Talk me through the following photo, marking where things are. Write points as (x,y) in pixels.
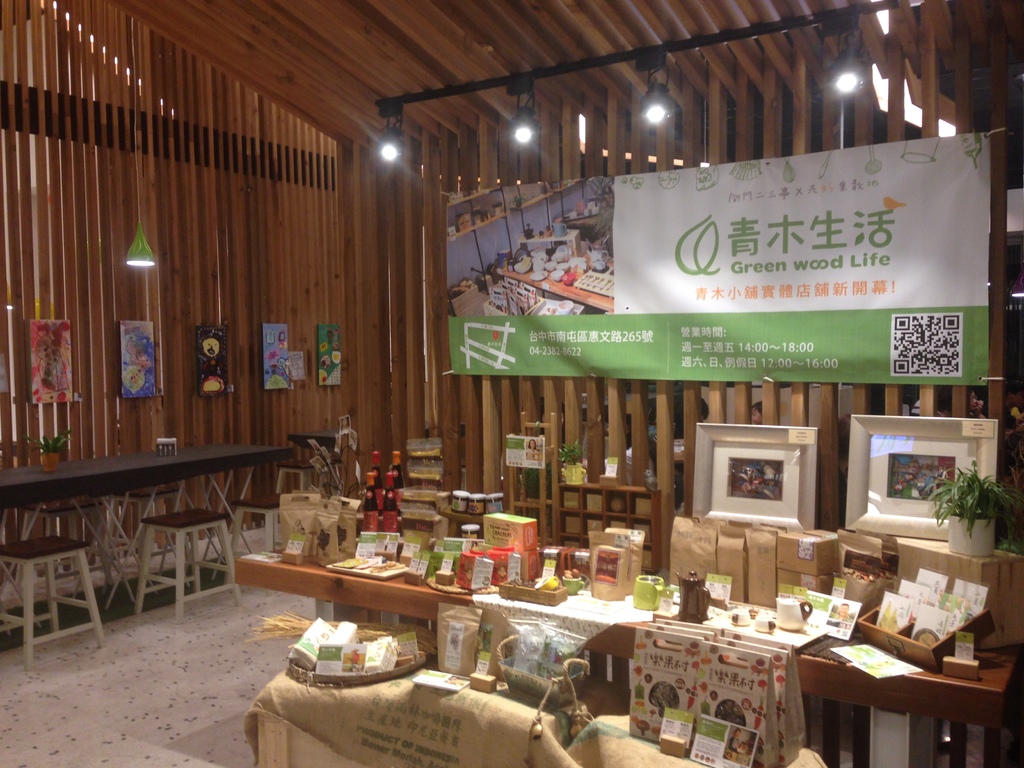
In this image in the front (483,589) there are boxes (414,522) and there are frames (799,488). On the left side (212,521) there are stools (174,527) and there is a plant (55,456) and on the wall (308,377) there are frames (223,365). In the background (723,305) there is a banner (826,305) with some text (751,293) written on it and on the top (855,83) there are lights (389,106) and on the right side (992,527) there is a plant (982,513).
